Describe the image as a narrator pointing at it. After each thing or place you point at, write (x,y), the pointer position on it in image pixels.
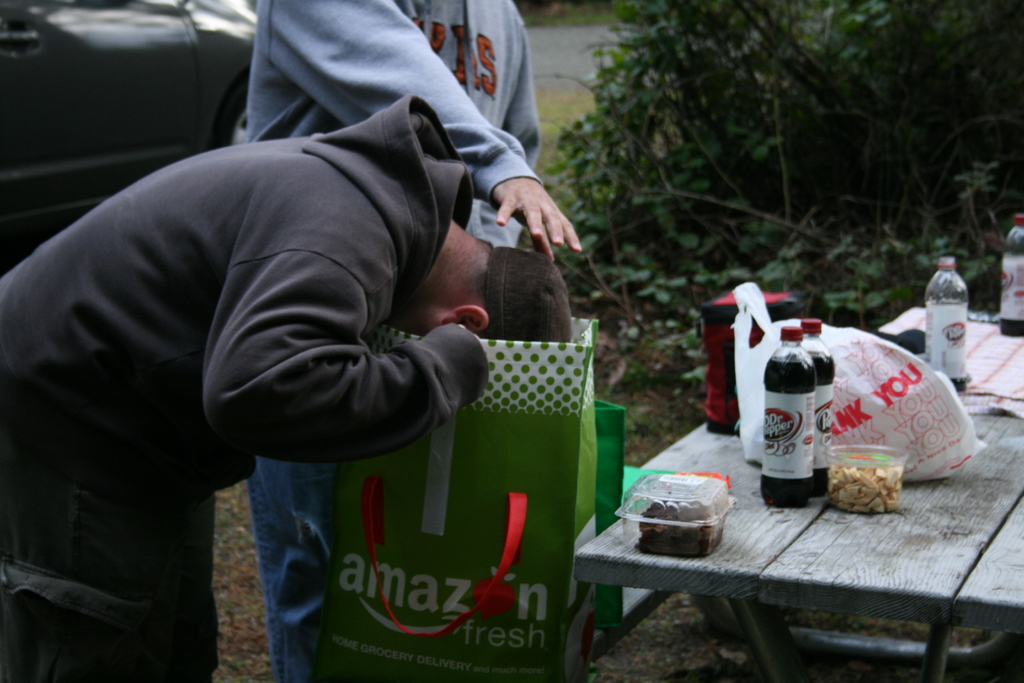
there are two persons (393,221) standing in front of a table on the table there are different items (815,448) present near to them there was a vehicle (174,58).
